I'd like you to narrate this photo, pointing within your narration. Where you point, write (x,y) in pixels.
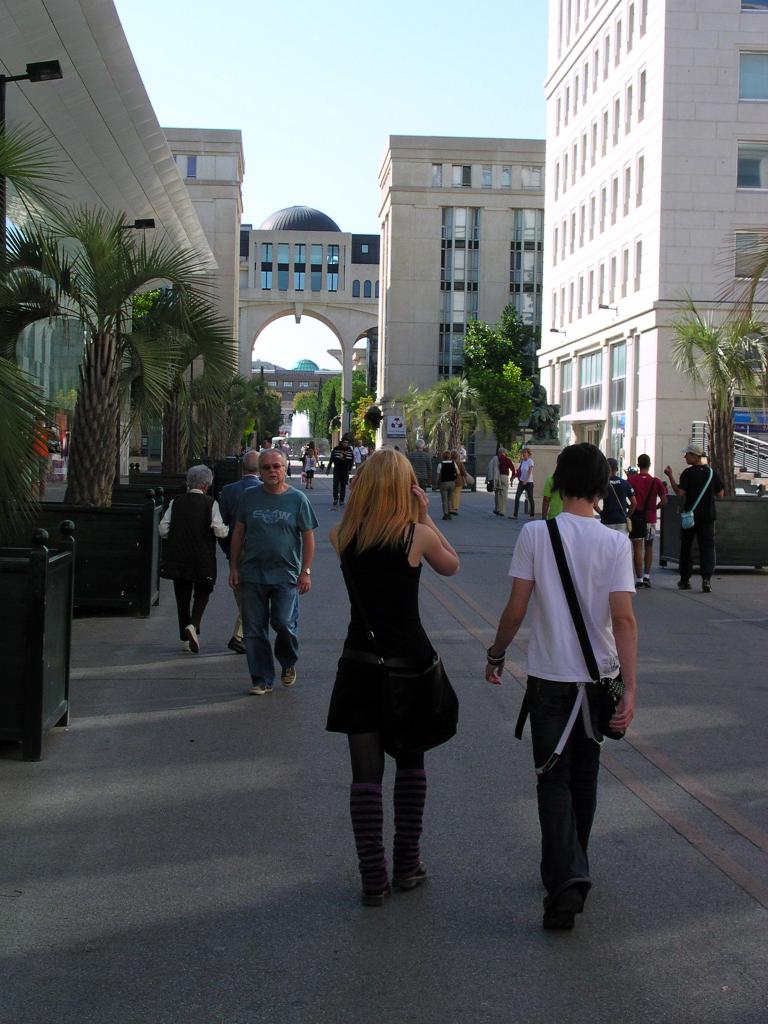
In this picture we can see a few people (348,578) on the path (297,479). There are some plants (109,325) visible on both sides of the path (291,747). There are a few black objects (73,547) visible on the path (374,919). We can see a few arches (305,313) on the wall (307,301). There is a poster (392,418) visible on a building (406,428). We can see some buildings (396,388) in the background (388,404). There is the sky (336,45) on top of the picture (382,101).
